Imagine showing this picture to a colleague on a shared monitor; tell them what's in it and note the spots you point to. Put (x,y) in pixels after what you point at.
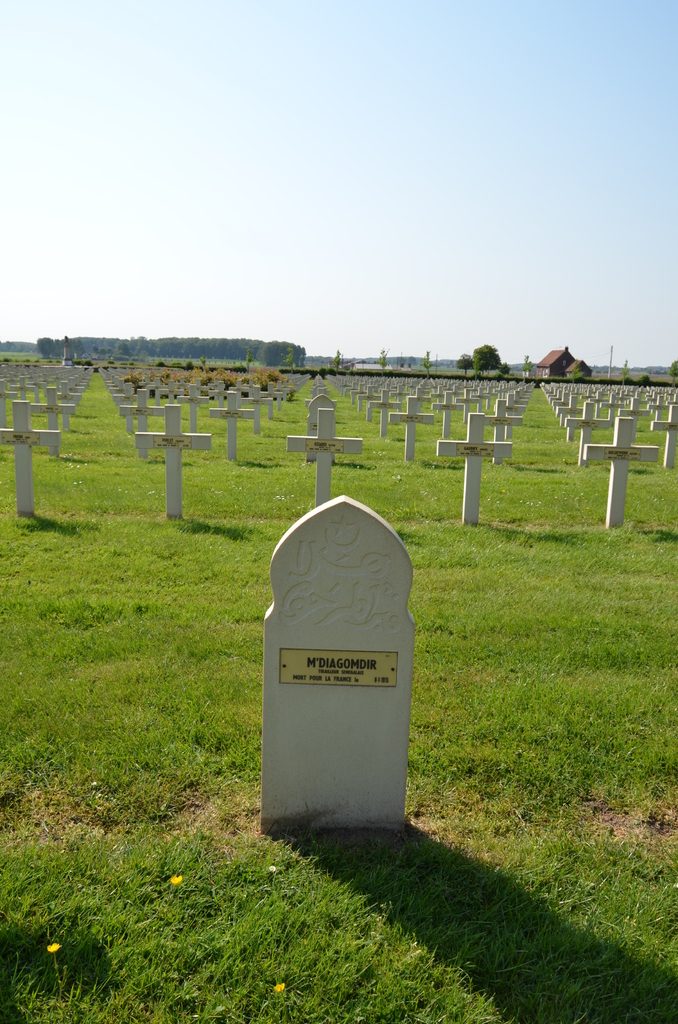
This is the image of a graveyard (429,588). Background of the image (555,370) trees (675,370) and houses (555,361) are present.
